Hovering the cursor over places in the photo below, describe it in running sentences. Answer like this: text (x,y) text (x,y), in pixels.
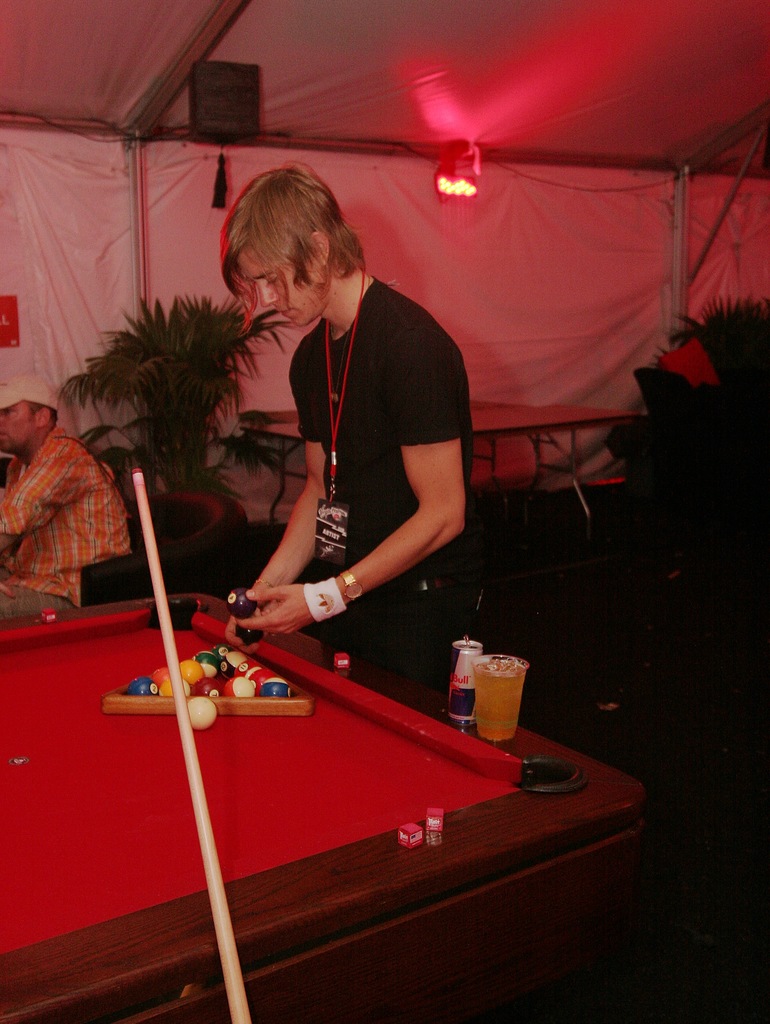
In this image we can see a person (300,527) holding the balls (235,599), in front of him we can see a board (209,736) with some balls (206,662), glasses (493,694) and some other objects (464,651), also we can see a person (106,540) sitting on the chair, there are some plants (179,334) and lights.
